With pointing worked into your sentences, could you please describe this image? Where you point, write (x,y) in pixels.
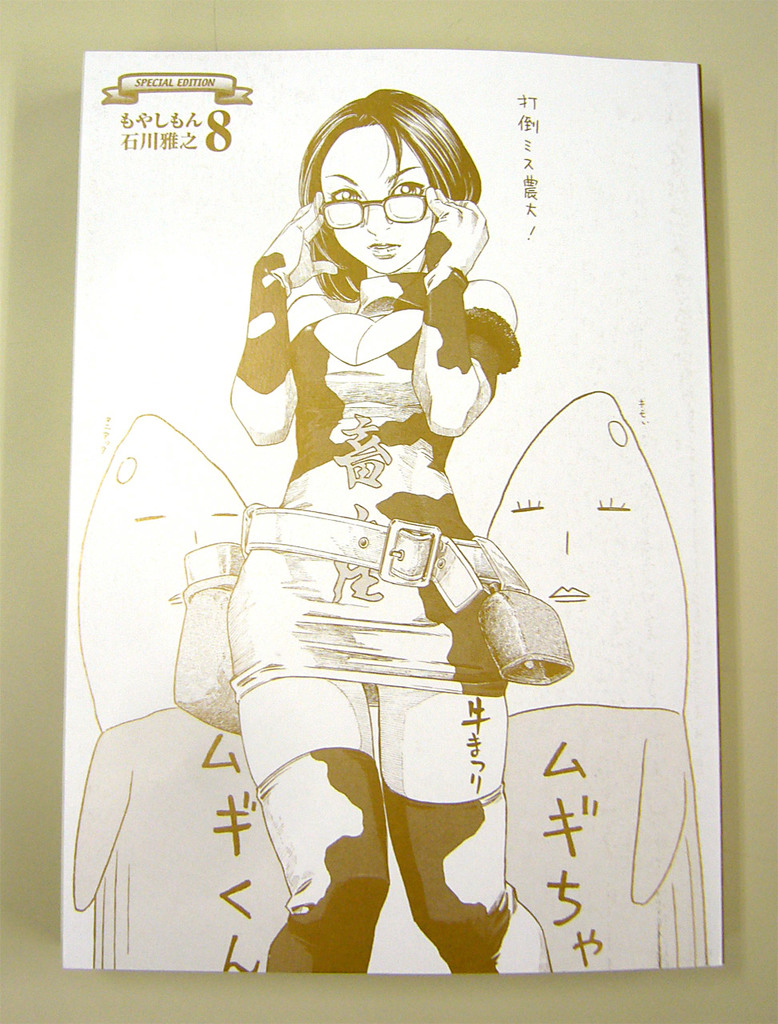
In this picture there is a paper (656,212). On the paper (427,88) there is a picture (436,613) of a women (433,840) standing and holding the spectacles (393,216) and there is a text (534,154) and there are other paintings (594,851). At the bottom (11,987) there is a cream color background (11,987).
